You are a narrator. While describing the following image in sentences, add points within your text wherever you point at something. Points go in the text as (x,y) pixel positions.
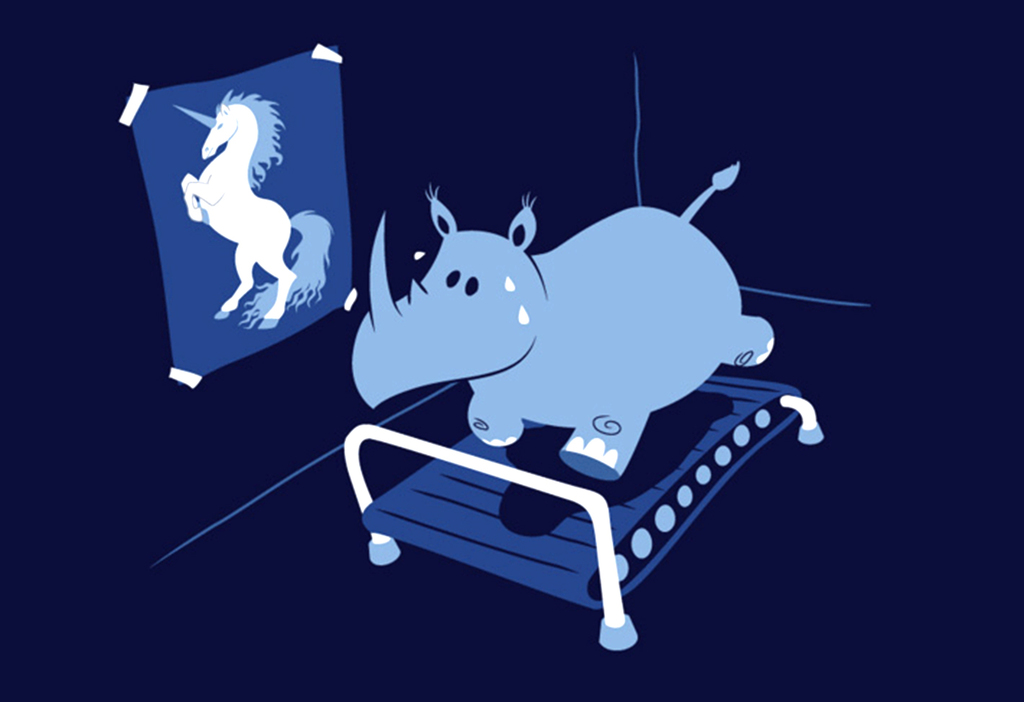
This image looks like an animated image, in which I can see a treadmill (546,510), animal (667,363), poster (281,238) of a horse (250,238) and a colored background (358,199).
